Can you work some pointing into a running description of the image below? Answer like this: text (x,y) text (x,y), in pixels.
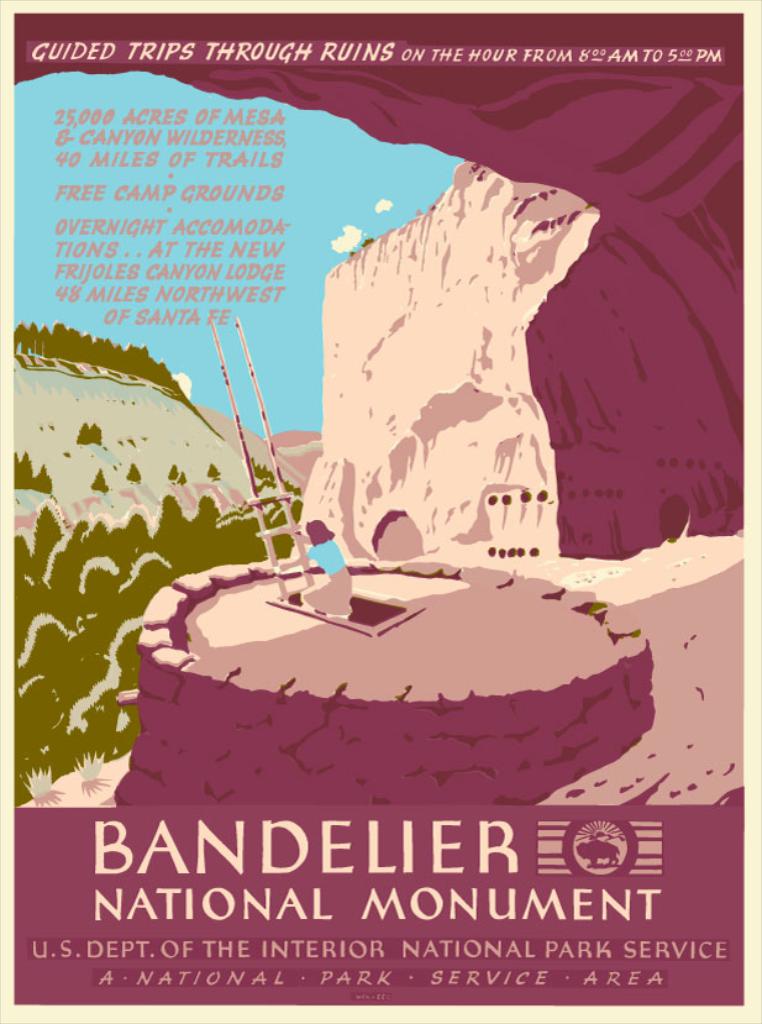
In this picture we can see a poster (329,204). In this poster (211,672) we can see a person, ladder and a wall (440,570). We can see a few trees (44,616). There is some text (500,53) in the top (514,53) and in the bottom (369,844).
